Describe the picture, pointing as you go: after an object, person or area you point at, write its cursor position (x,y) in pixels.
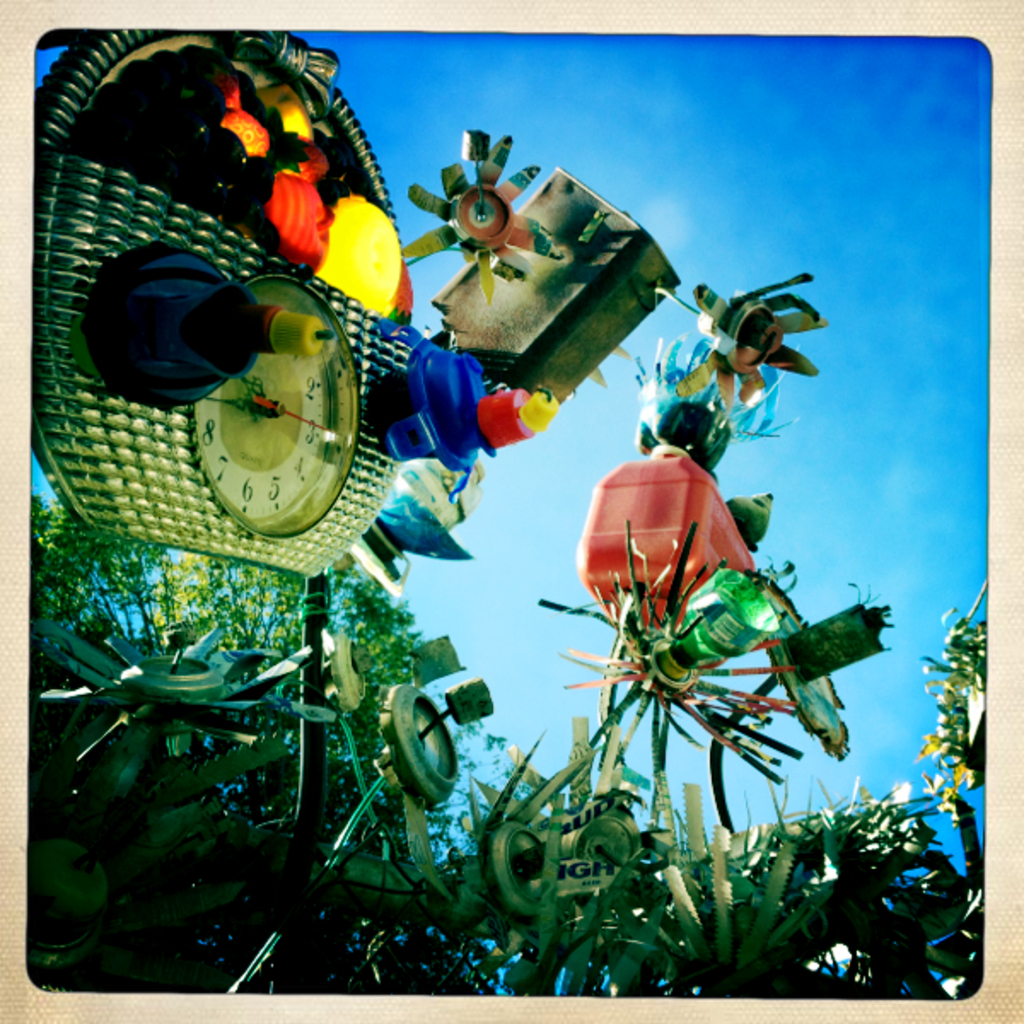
In this picture we can see a clock (237,369) on an object (125,209) visible on the left side (306,392). We can see the scrap (642,693) with plastic (452,416) and a few materials (549,835). There are other objects (163,696) and the sky (834,763).
